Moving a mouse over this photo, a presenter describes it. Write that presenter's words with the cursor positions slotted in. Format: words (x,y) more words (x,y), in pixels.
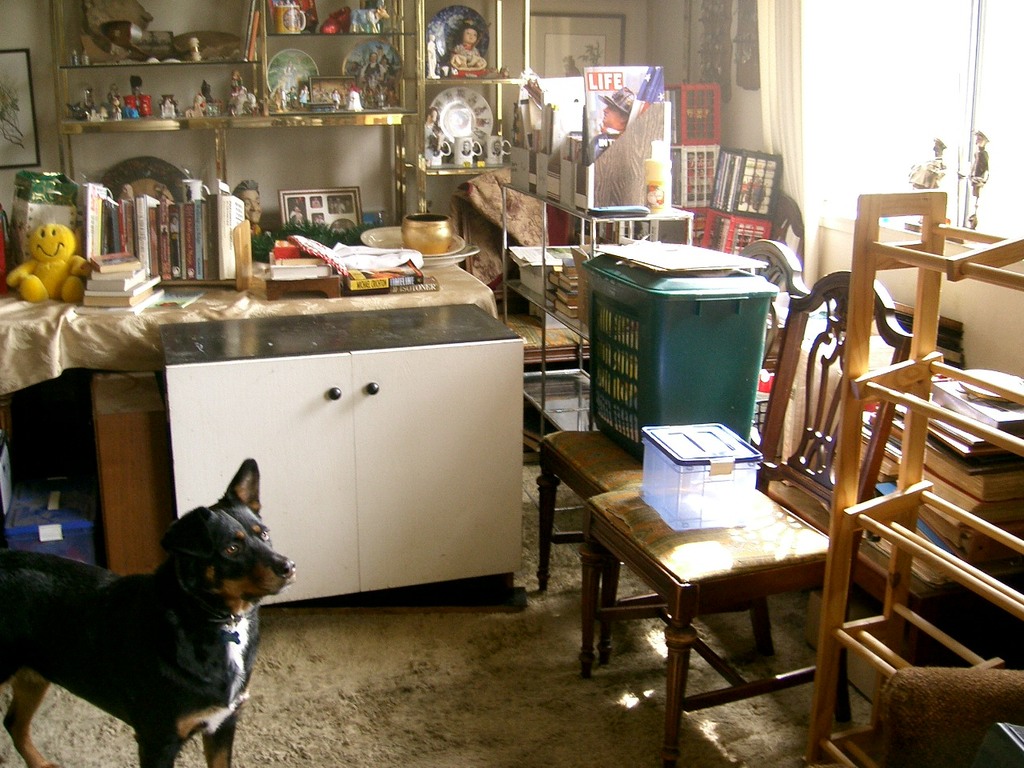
This is the picture inside of the room (521,242). There are books (89,219), toy (45,239), plates (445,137), bowl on the table (322,303). At the back (306,3) there are toys (378,6), cups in the cupboard (305,35). There are frames (554,40) on the wall (670,32). At the right (696,343) there are books (977,409), boxes (686,505) on the chairs (678,569) and there is a window (825,157) behind the curtain (781,48). At the bottom (492,652) there is a mat (626,575) and at the left (180,570) there is a dog (203,618).
